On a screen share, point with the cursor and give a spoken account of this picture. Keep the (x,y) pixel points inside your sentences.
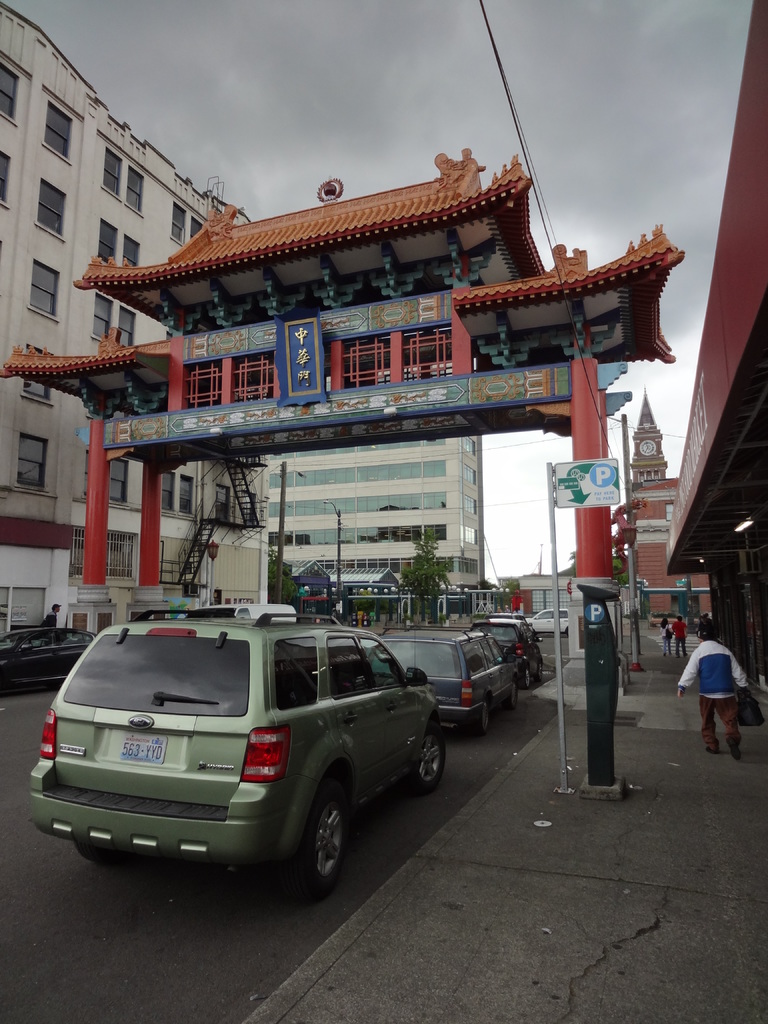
In this picture we can see many cars (405,716) on the road (235,961). On the right (704,673) there is a man (711,736) who is wearing white jacket (713,677), trouser (710,729) and he is holding a plastic bag (744,709). In the background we can see building (638,576). On the top (513,76) we can see sky (546,56) and clouds (606,131). Here we can see sign boards (606,471), traffic signals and poles (634,598). Here we can see stairs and trees (428,576).
